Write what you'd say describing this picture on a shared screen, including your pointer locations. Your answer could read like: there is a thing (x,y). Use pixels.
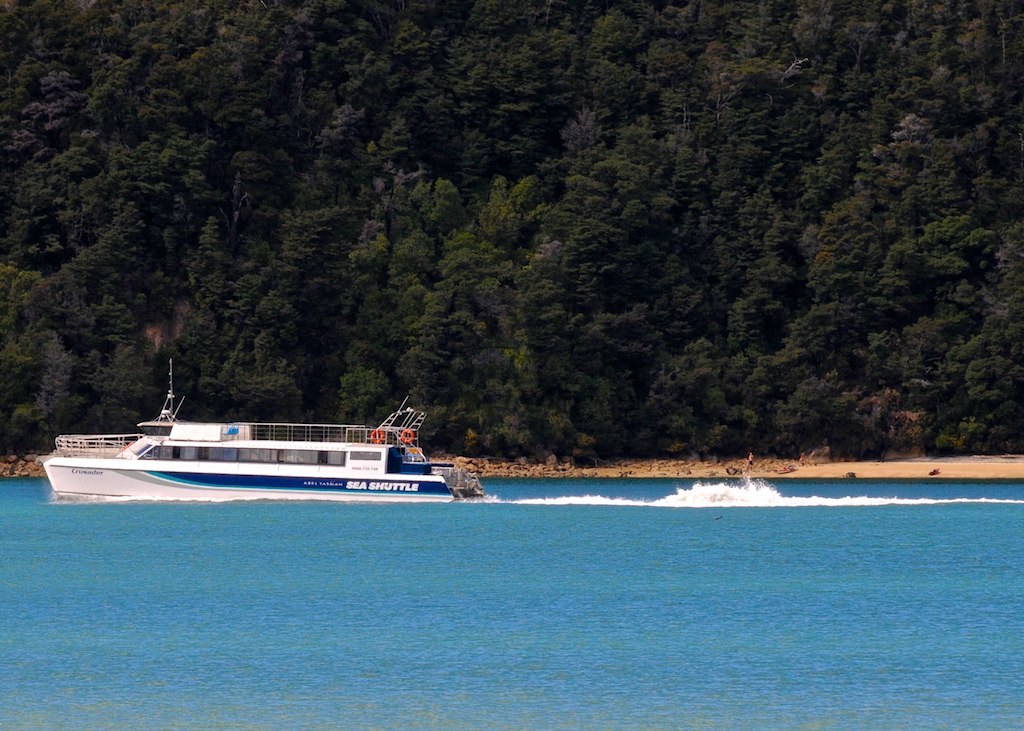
We can see ship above the water (608,528). In the background (351,370) we can see trees (702,326).
